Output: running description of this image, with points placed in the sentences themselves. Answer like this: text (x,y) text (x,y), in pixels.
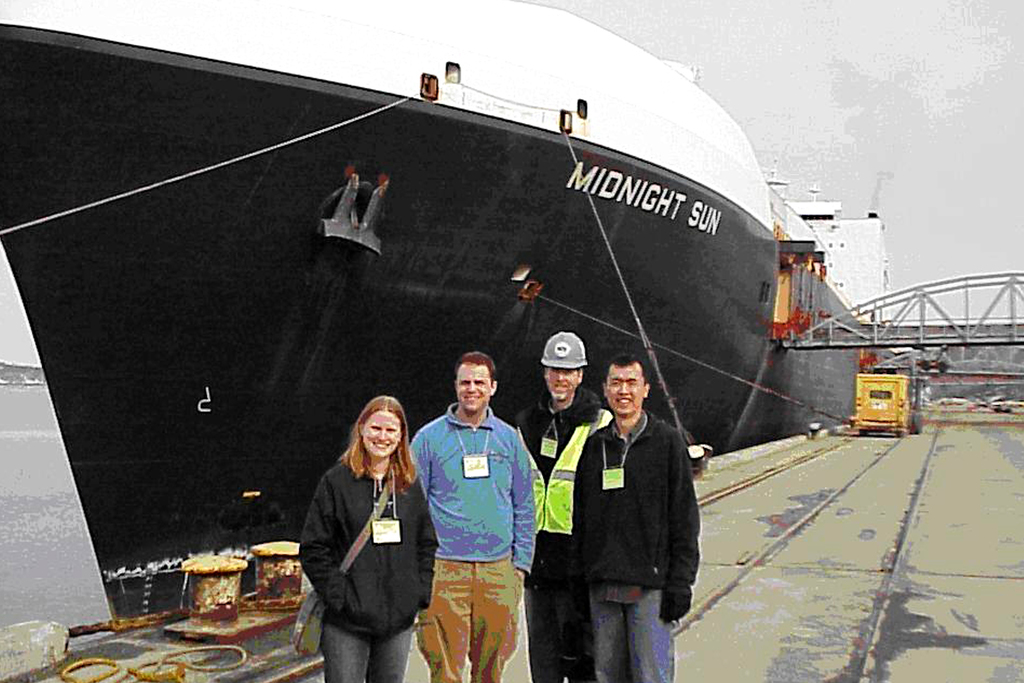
At the bottom of this image (647,508), there are three men (544,415) and a woman (348,466) smiling and standing on a road (793,624). Behind them, there is a ship (681,387) parked in the water (38,577). In the background (20,346), there are vehicles (873,398) on the road (986,440), there is a bridge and there are clouds (778,53) in the sky (749,53).
